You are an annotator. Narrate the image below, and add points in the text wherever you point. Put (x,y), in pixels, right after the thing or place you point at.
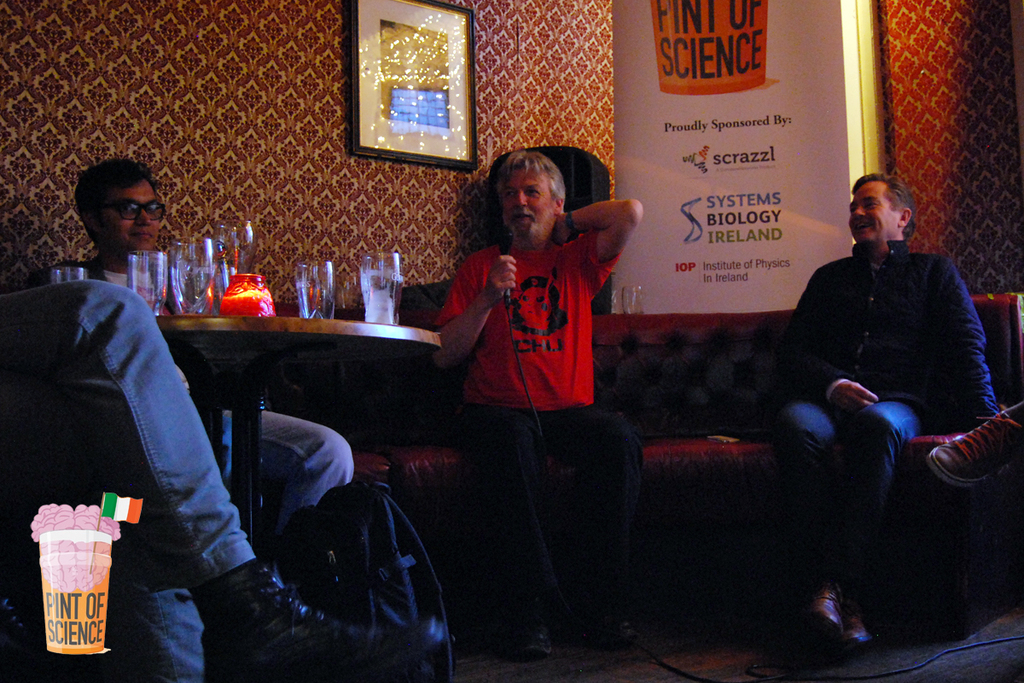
There are three people (566,266) sitting on the sofas (386,367) and a table (246,392) in front of them on which there are some glasses (224,279) and among them a person (487,407) is holding a mike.
